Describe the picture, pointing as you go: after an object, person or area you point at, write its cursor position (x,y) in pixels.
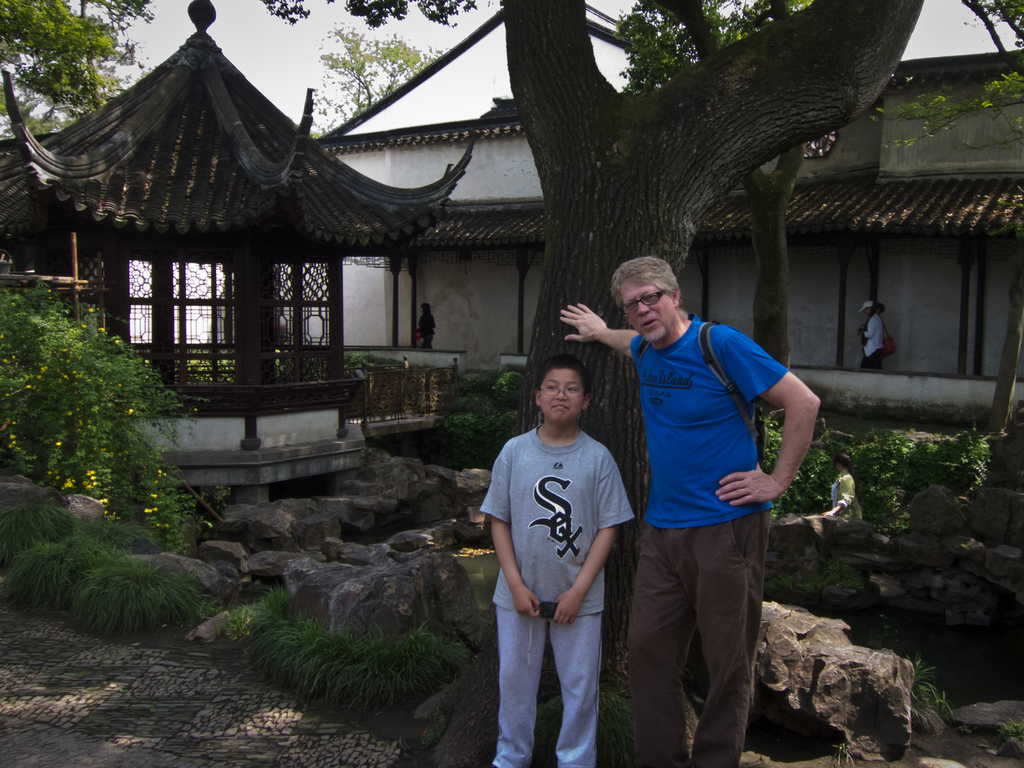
In this picture, there is a kid (589,472) and a man (672,755) standing before the tree (614,212). Man (654,481) is wearing a blue t shirt (705,507), brown trousers (746,565) and carrying a backpack (756,422). Towards the left (169,222), there is a wooden pavilion (264,289). In the center (405,468), there are stones (469,519) and plants (8,392). In the background (884,169), there is a building (885,208) with roof tiles (988,207). On the top (264,47), there are trees (147,16) and sky (967,49).
